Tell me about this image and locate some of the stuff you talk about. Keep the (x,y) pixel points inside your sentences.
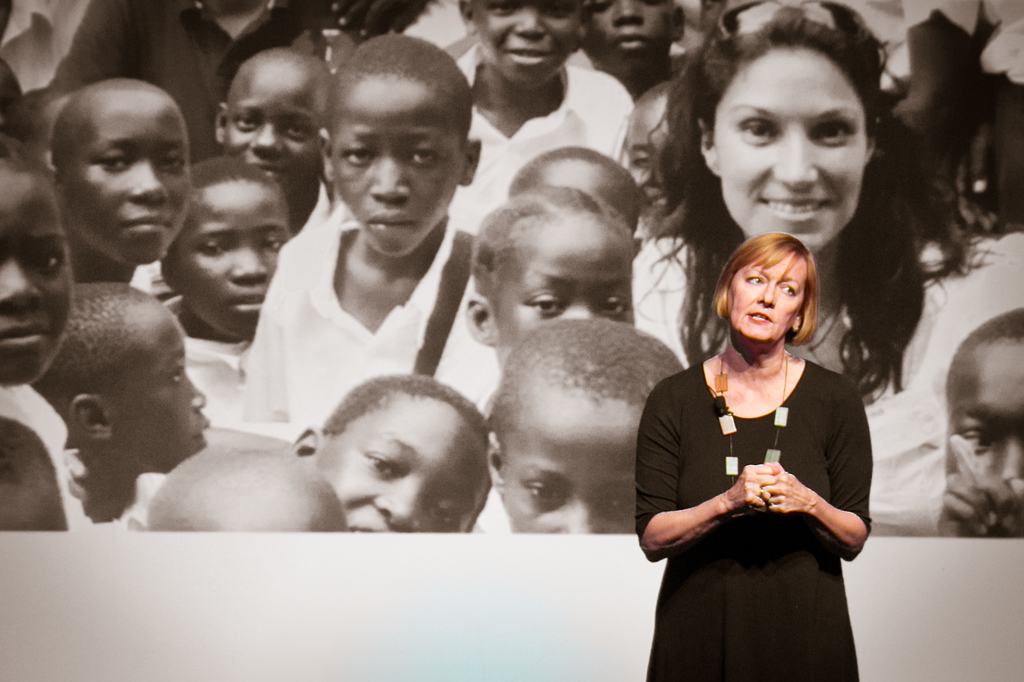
In this image in the foreground (689,432) there is one woman (742,426) who is standing and she is talking, in the background (921,483) there is a screen (516,309) in that screen (539,223) we could see some people (744,221). At the bottom (476,632) there is a wall (891,641).
